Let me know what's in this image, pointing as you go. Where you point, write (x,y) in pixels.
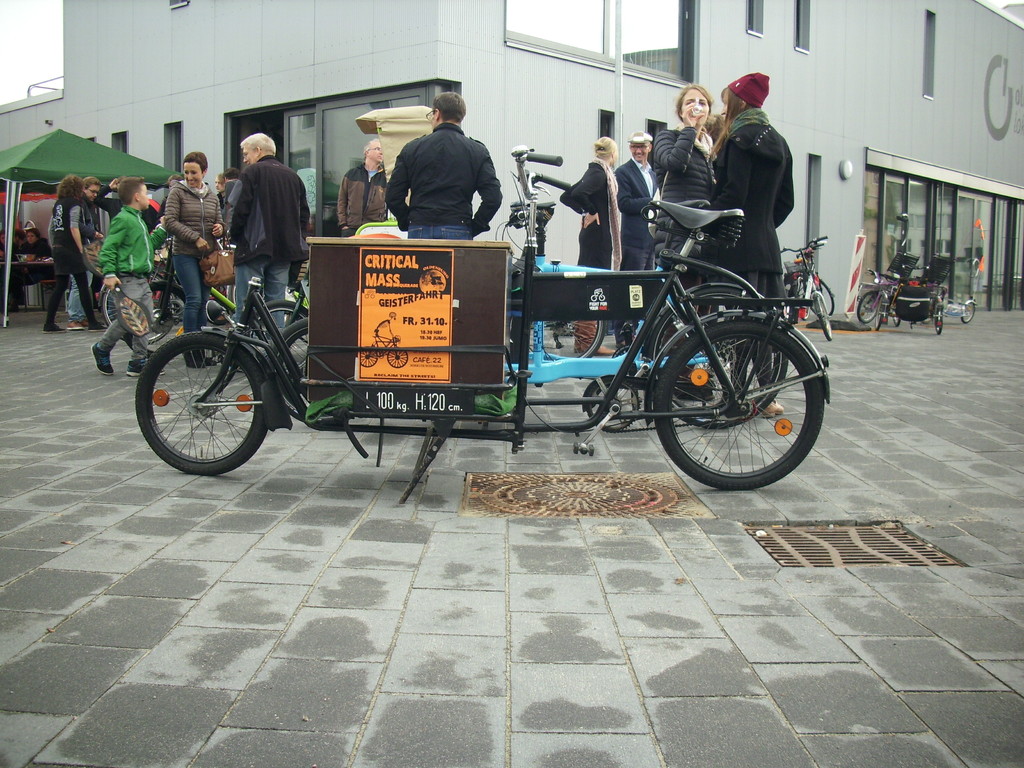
In this image, we can see a group of people (620,214). Few (66,266) are standing and walking. Few (200,303) are holding some objects (123,298). In the middle of the image (516,364), we can see few vehicles (445,346) are parked on the platform (660,558). Background (107,141) we can see a building (144,64) with glass windows (599,116) and doors (961,224). Here we can see some poster (415,317).
